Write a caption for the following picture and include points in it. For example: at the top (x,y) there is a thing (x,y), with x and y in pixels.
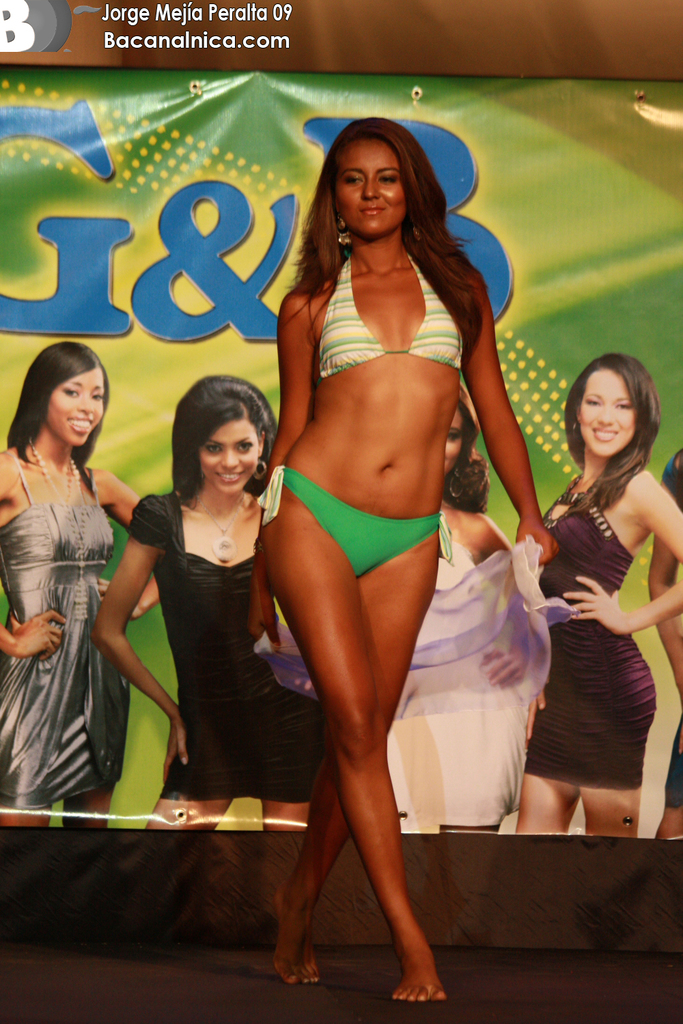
In foreground (350,172) lady (444,995) is walking on ramp (457,990), she wearing white and green combination dress (347,538) and holding scarf (446,622) in her hands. In background (114,279) on poster (233,146) is there on that some text (160,332) was written. On top right two ladies (400,794) are there. On top left two ladies (139,561) are there.
